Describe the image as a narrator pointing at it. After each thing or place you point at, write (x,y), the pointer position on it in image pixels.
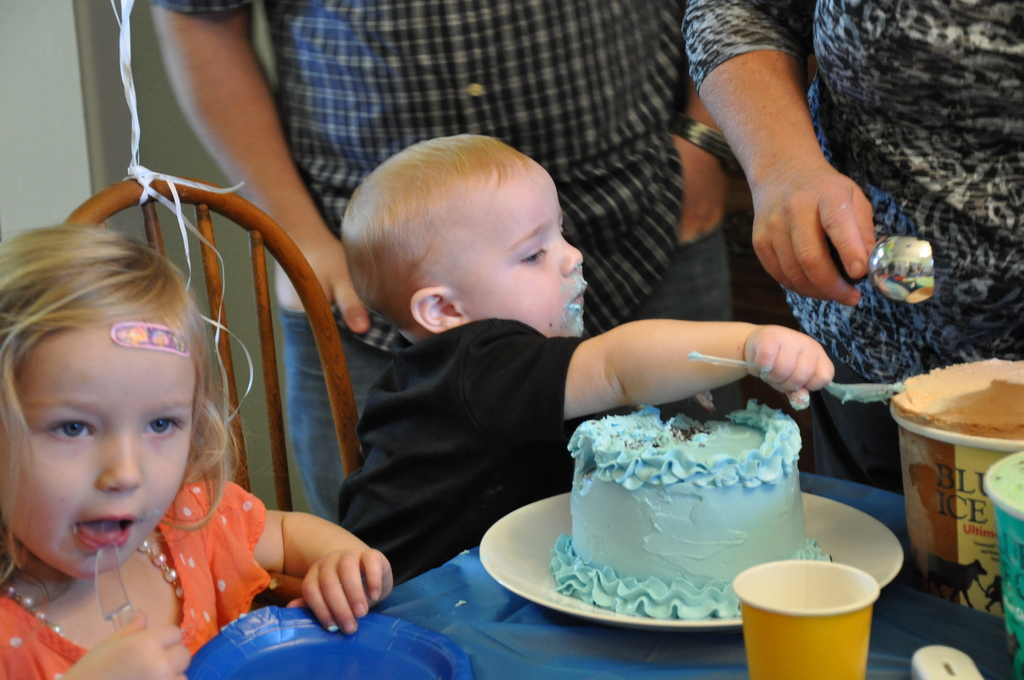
This image consists of four persons (518,285). To the left (265,547), there is a small boy (467,408) and a girl (314,554) eating cake (737,612). They are sitting in the chairs (286,581). In the background (826,55), there is a woman (840,171) and a man (556,96) standing. To the left (73,130), there is a wall (59,143).
